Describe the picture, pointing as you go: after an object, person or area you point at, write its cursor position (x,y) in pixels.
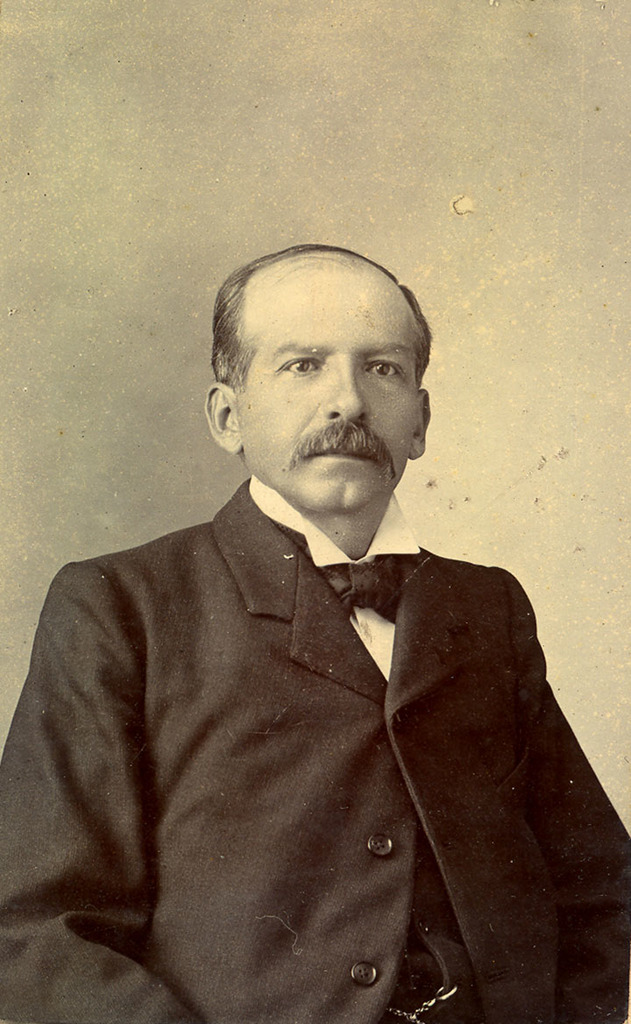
In this image, we can see an old man (313,781) in a suit (247,879). Background (501,264) we can see a wall (245,169).
